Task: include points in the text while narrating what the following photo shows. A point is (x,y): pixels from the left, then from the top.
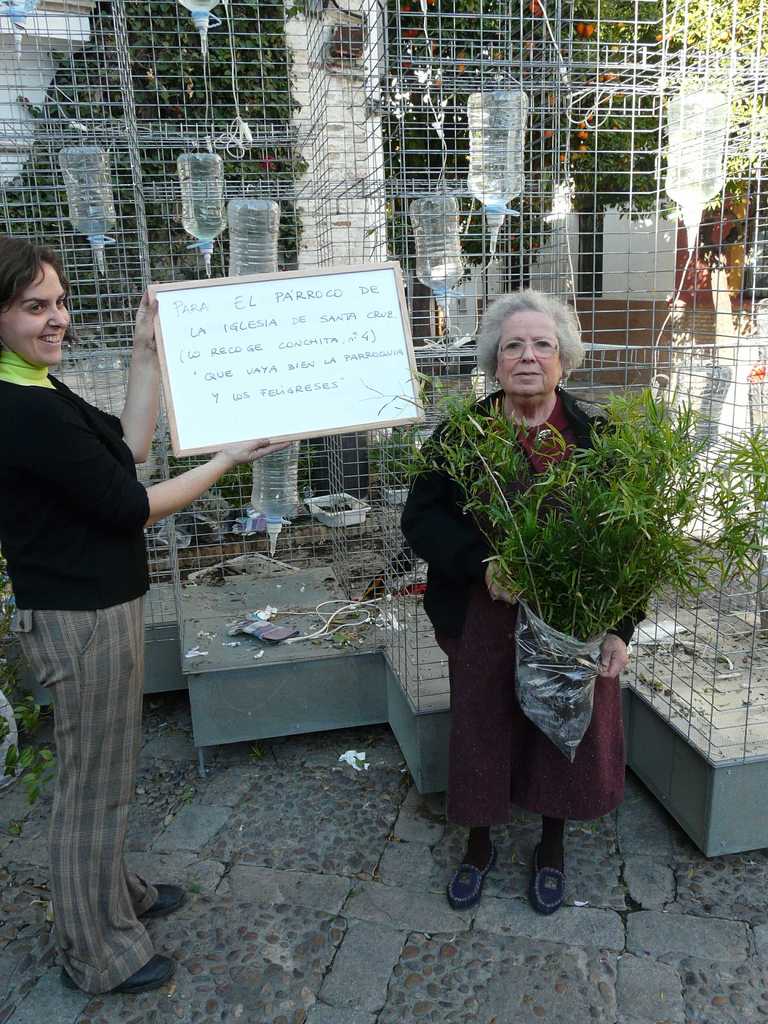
In the picture we can see a path (371,854) to it, we can see a woman (27,466) standing, holding a white color board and she is smiling and beside her we can see another woman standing and holding a plant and behind them, we can see a fencing wall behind it we can see some water cans (23,3) which are hanged upside down with some pipes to it.
